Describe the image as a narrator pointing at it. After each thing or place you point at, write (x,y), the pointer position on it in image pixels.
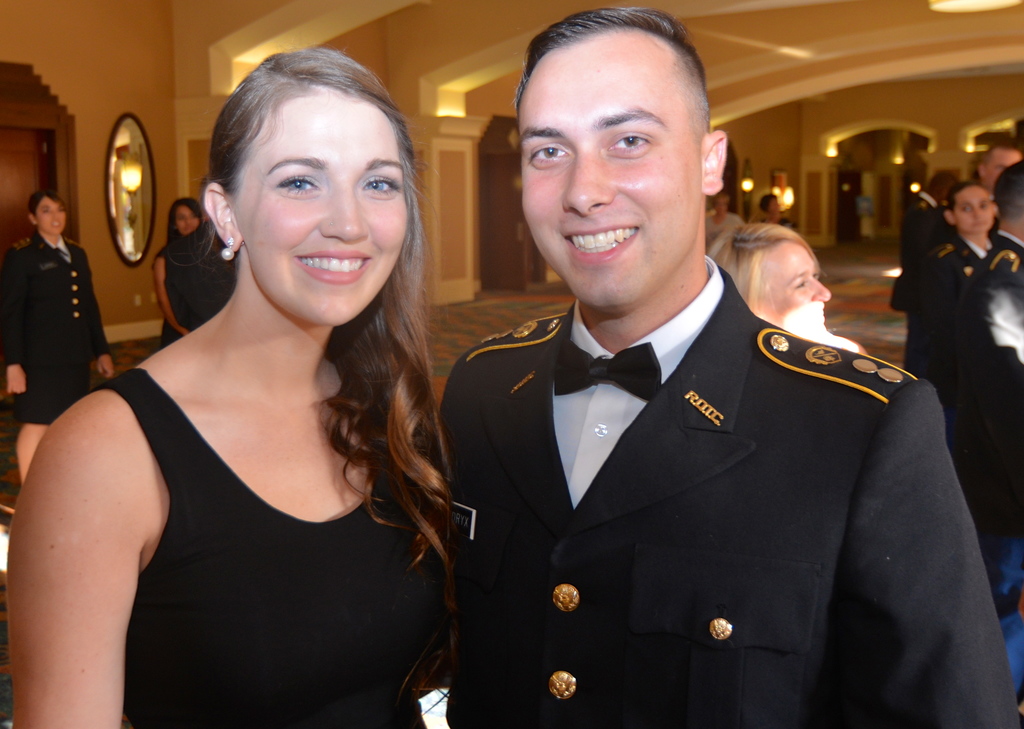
This picture shows few people (761,229) standing and we see a man (570,123) and a woman (239,381) with a smile (354,275) on their faces (641,253) and we see mirror (126,248) on the wall (113,96) and man (732,362) wore a coat (665,433) and a bow tie (644,380).
